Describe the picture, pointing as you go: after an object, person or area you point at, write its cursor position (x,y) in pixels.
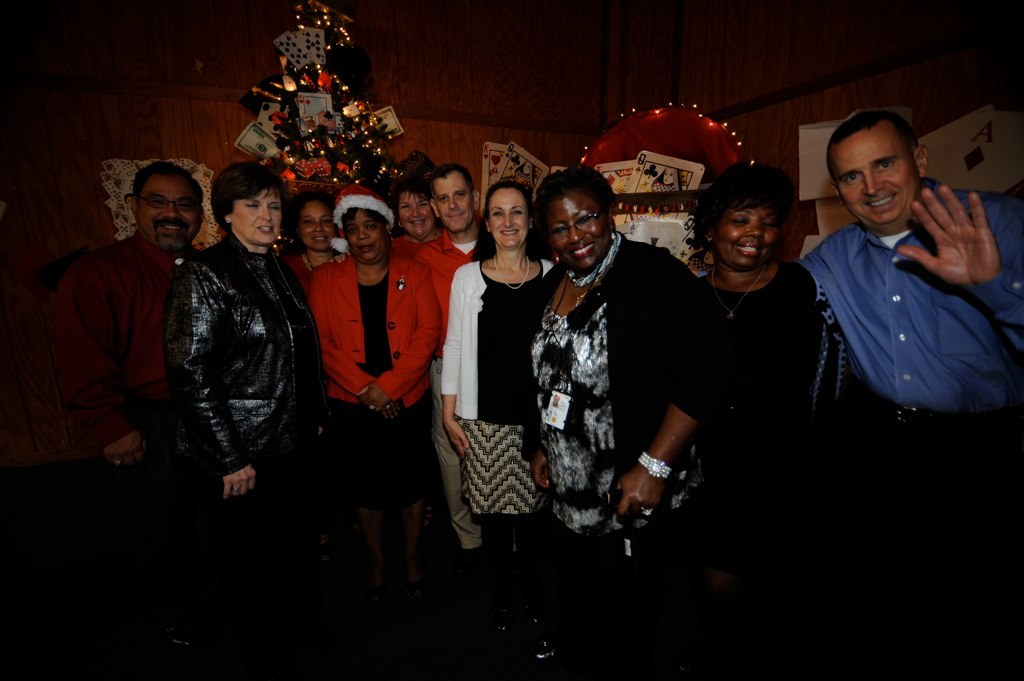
In this picture we can see some persons (747,395) standing and posing a camera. And these are the cards (532,161). And on the background (501,85) there is a wall (480,91).
